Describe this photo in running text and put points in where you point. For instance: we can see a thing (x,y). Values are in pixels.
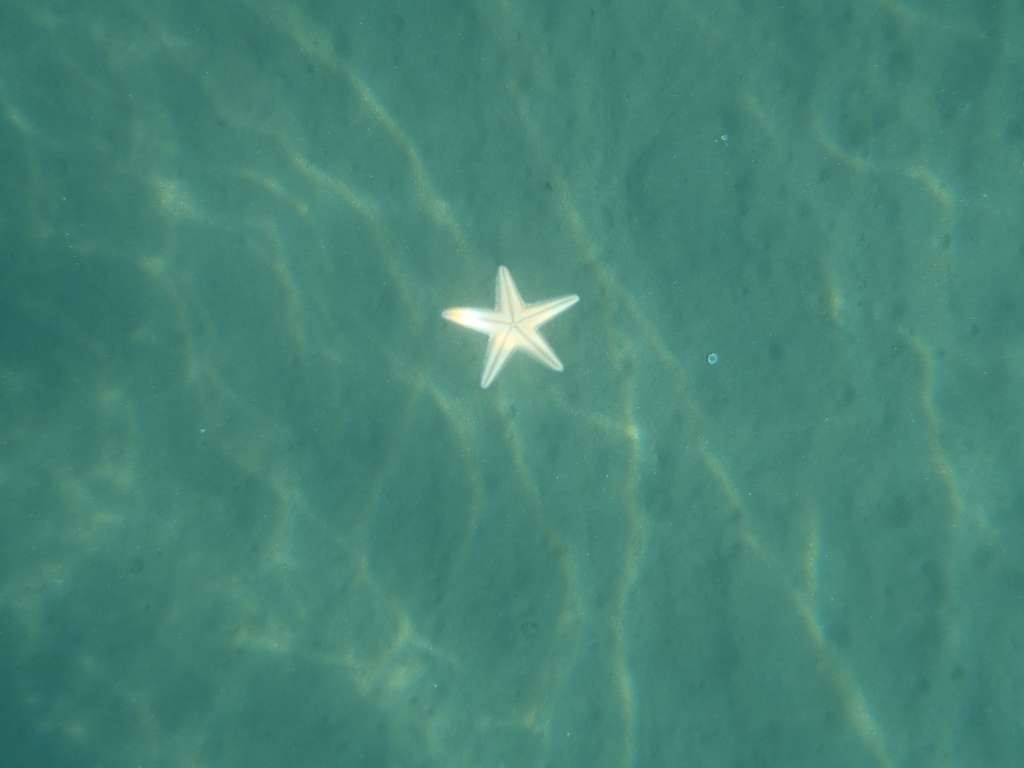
In this picture we can see a star fish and water (369,190).
